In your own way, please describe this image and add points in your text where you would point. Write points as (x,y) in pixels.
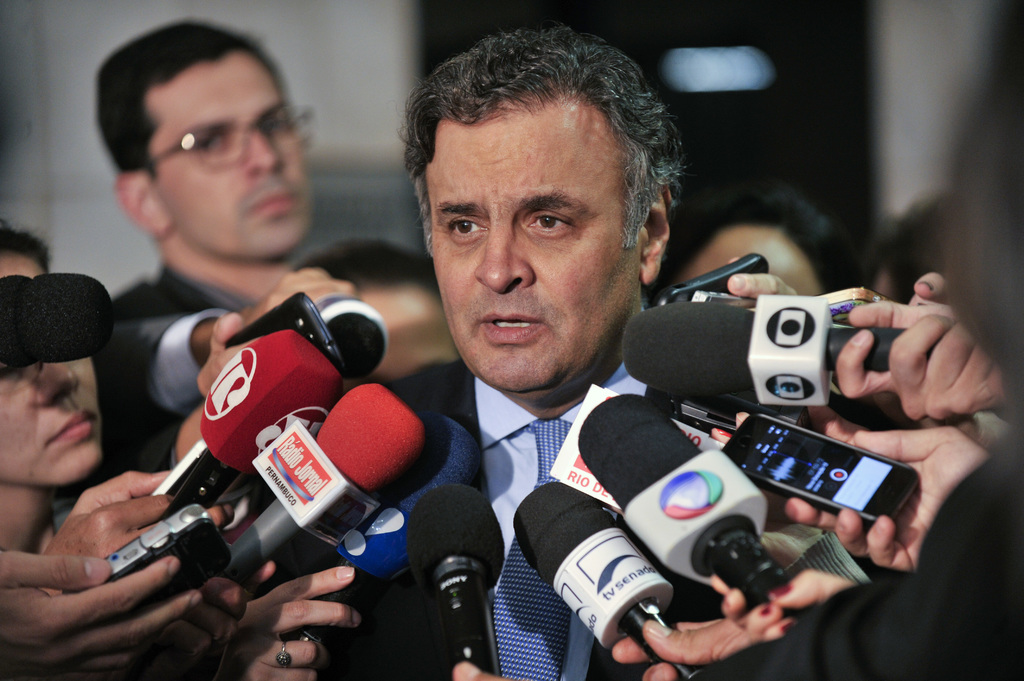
In this image we can see there is a man (465,256) standing in the middle (489,232) and we can see people (292,613) are surrounded with mics (586,580) around him.
